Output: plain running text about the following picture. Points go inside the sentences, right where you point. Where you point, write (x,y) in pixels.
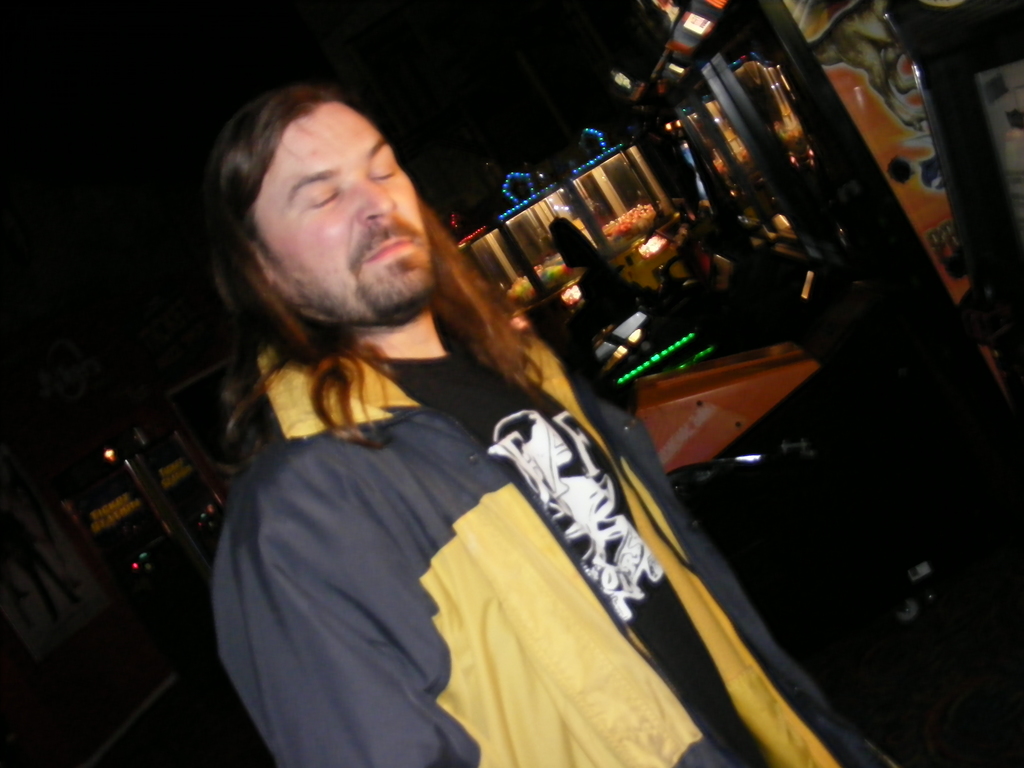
In this image I can see a person (446,422) wearing black t shirt (493,399), blue and yellow colored jacket (446,559) is standing and in the background (103,94) I can see the dark interior (83,115) and few colorful objects (632,176).
